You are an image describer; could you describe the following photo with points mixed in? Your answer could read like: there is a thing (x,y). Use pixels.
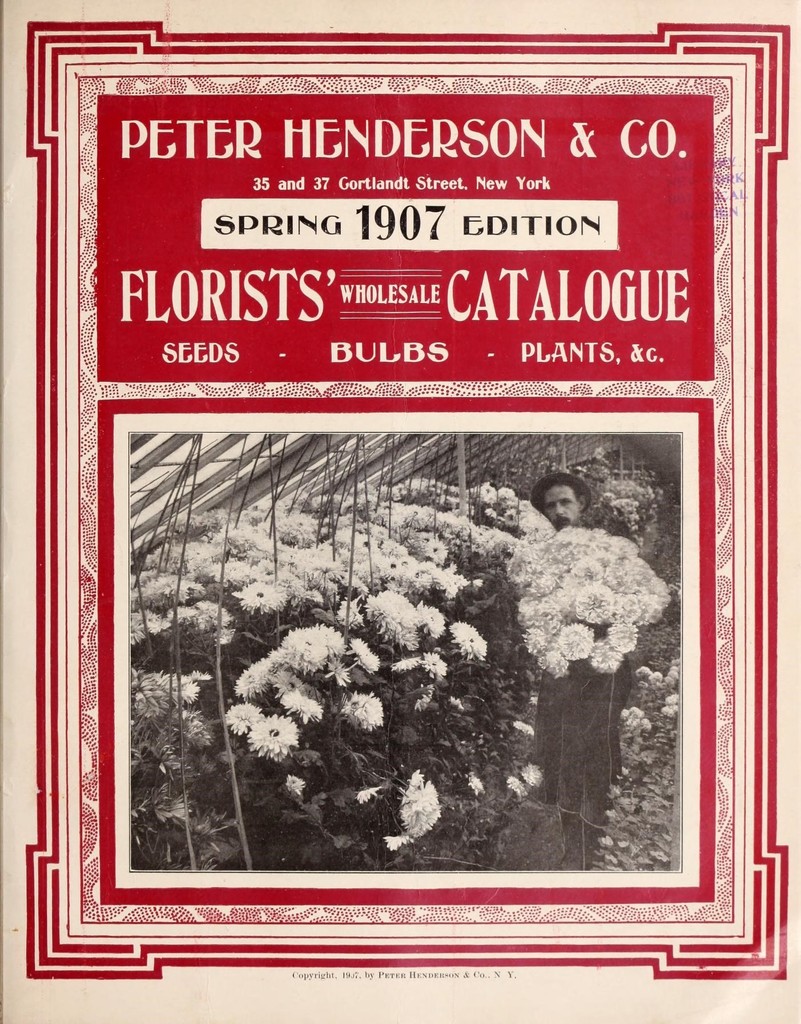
It is an image on the paper (278,10) in black and white. In this a man (587,695) is holding a bouquet (571,644) of flowers (575,654) in his hands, on the left side (252,596) there are flowers (323,580).
